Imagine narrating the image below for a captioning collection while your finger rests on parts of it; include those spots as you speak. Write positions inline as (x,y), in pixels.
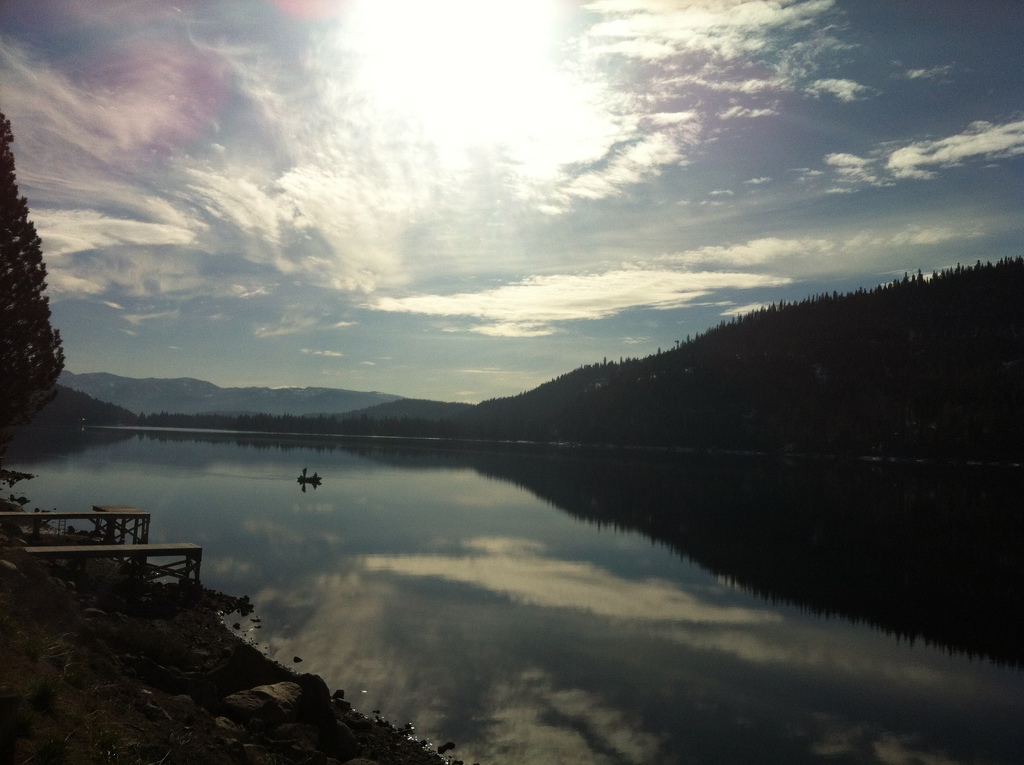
In the center of the image (370,493), we can see a boat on the water (403,578) and in the background (789,382), there are hills (67,409), trees (40,336) and we can see a board bridge (106,554) and rocks (232,681). At the top (413,176), there are clouds (475,171) in the sky (475,171).
